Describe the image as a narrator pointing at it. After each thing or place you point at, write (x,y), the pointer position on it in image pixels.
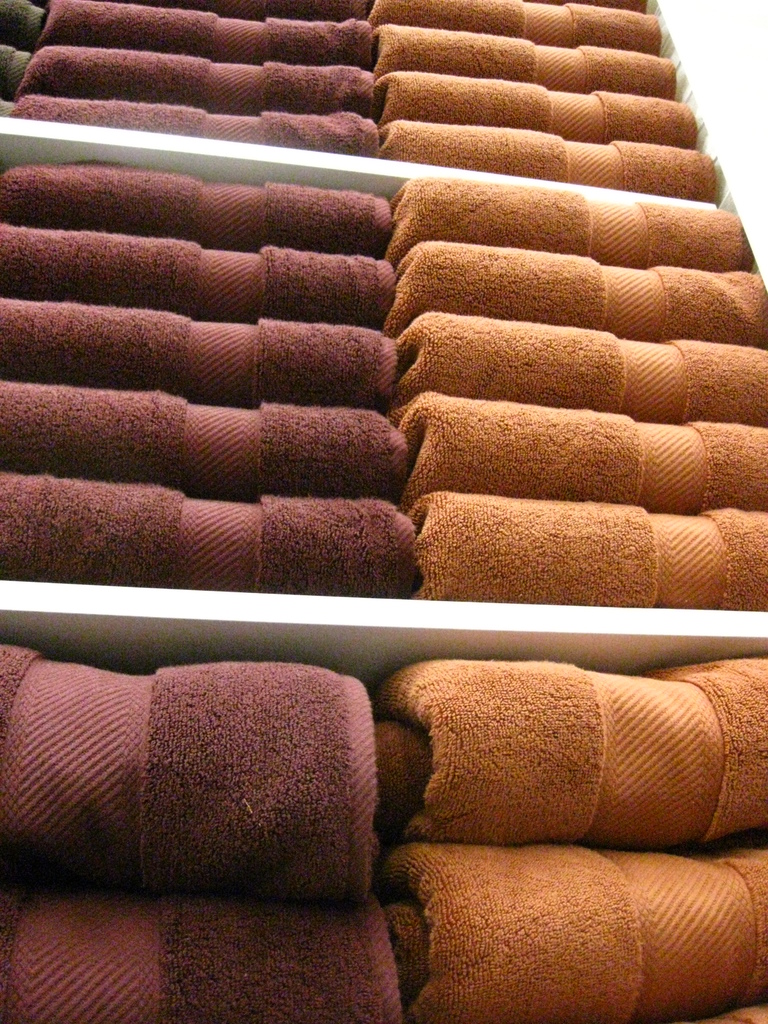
In this picture, there are towels (451,303) with two different colors are placed in the racks (221,600).
